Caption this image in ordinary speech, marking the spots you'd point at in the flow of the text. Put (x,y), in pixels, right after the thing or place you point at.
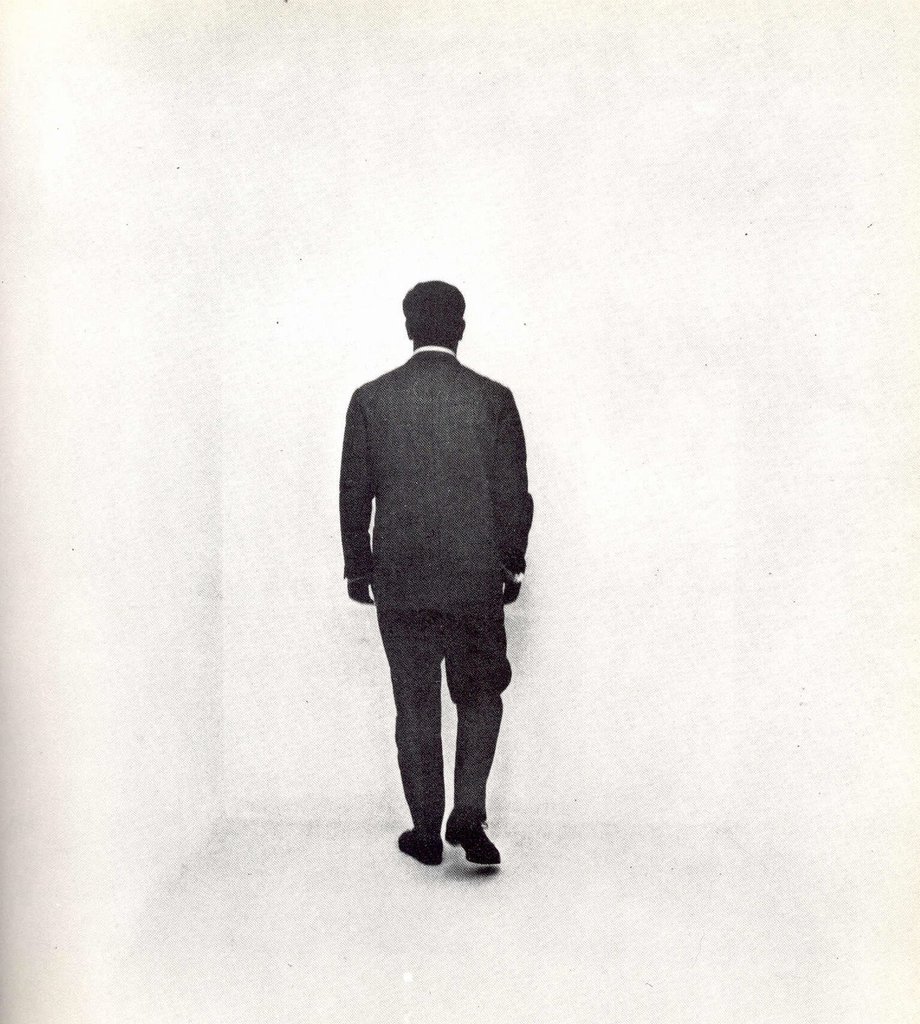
In this picture there is a man (359,441) in the center of the image (373,437), he is facing towards the background area of the image (505,337).
